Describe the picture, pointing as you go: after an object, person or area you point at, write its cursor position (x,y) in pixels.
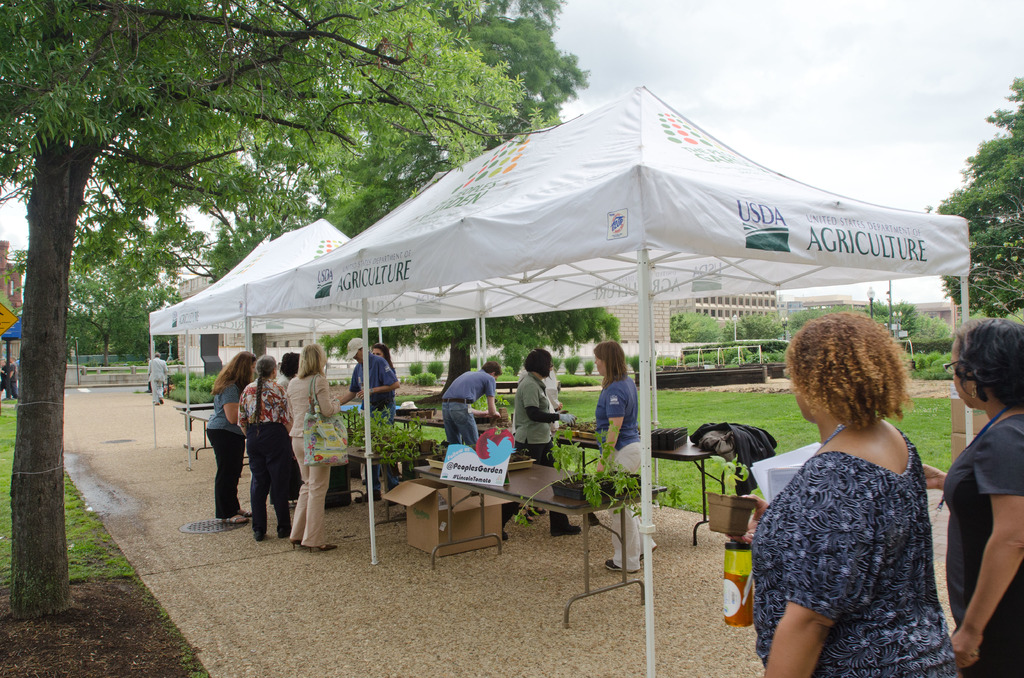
In this image we can see people (980,579) and there are tents (478,266). In the background (932,298) there are trees (202,153), buildings (766,303) and sky (879,83). There are tables (703,449) and we can see things (672,430) placed on the tables (549,480). At the bottom (443,515) there is a cardboard box (437,533).
